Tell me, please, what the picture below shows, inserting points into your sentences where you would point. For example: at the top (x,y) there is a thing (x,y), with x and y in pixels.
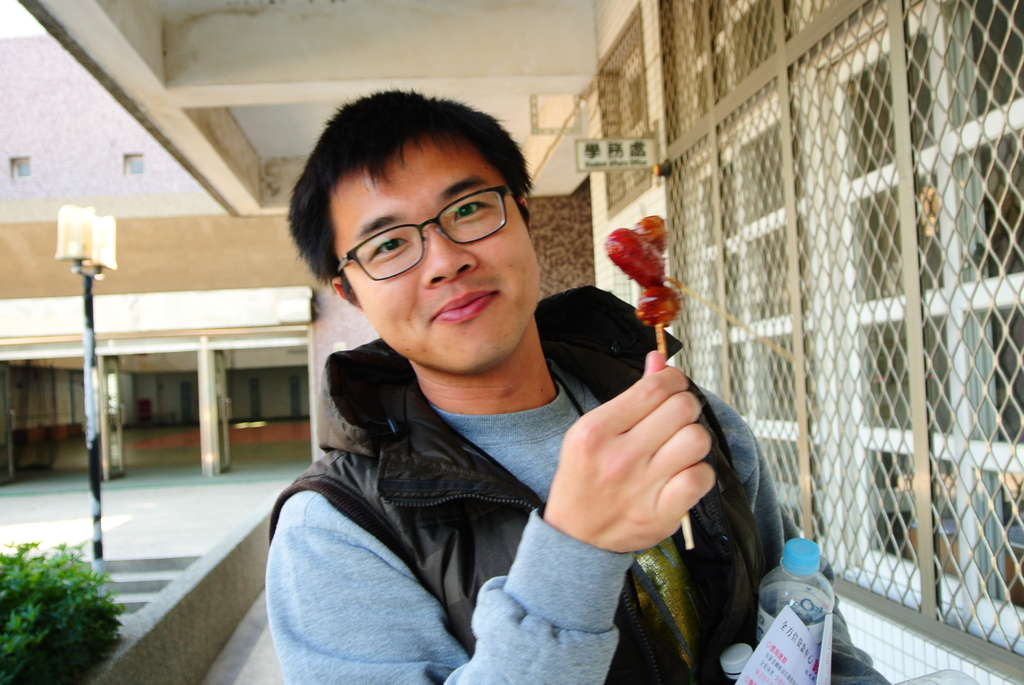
In this image there is a man (445,508) in the middle (432,441) who is holding the stick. To the stick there is some food stuff (626,267). On the right side (846,220) there is grill (986,176). On the left side (103,259) there is a light pole (87,378) on the floor (103,525). At the bottom (49,600) there is a plant (30,621). The man (604,651) is holding the papers (785,645) and bottles (774,621) with left hand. In the background (243,264) there is a building (226,199).
